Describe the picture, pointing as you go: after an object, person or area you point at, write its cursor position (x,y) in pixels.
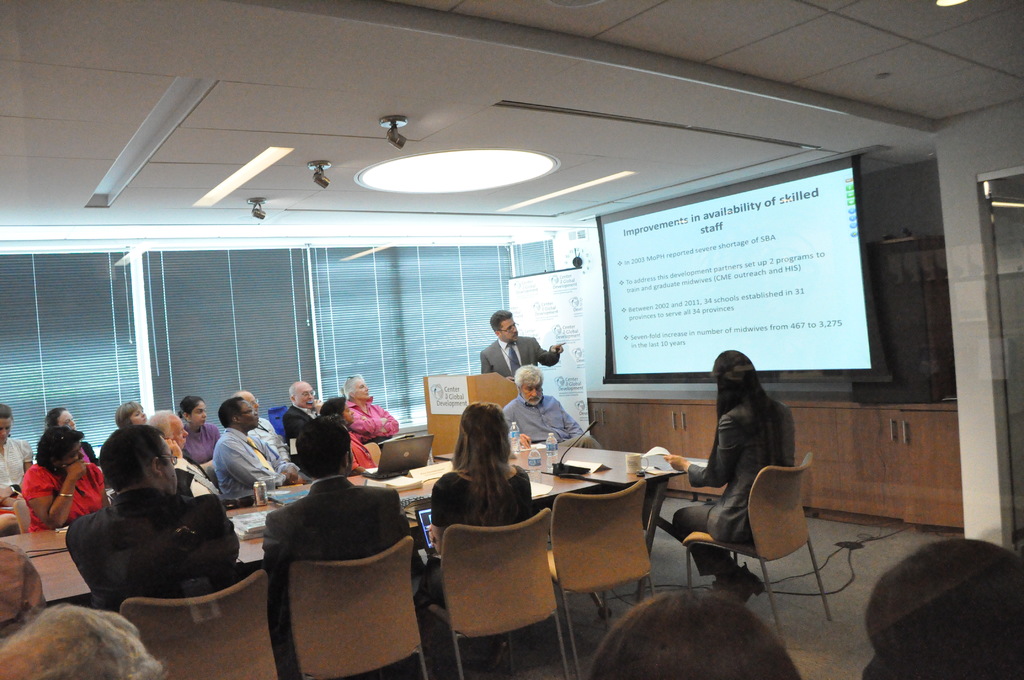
In this picture we can see a group of people (369,459) sitting on chairs (261,581). In front of the people (100,481) there is a table (77,569) and on the table (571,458) there are bottles (551,446), papers (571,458), a microphone (578,436), laptop (394,452) and some objects (262,488). A man (495,366) is standing behind the podium (466,376). Behind the man (515,339) there is a banner (544,302), projector screen (694,252) and cupboards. At the top (224,194) there are lights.
